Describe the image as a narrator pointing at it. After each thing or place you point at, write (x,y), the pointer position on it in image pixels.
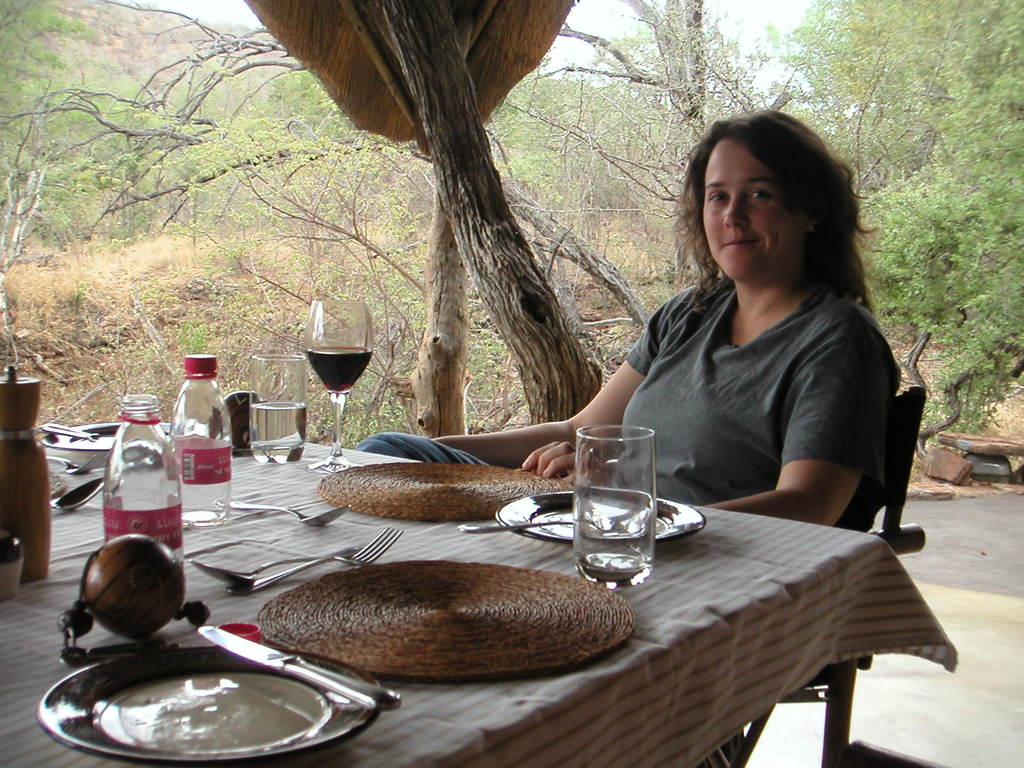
This woman (759,310) is sitting on a chair (866,485). In-front of this woman (727,402) there is a table (4,765), on a table (478,716) there are carpets (466,615), plate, knife (282,653), bottles (231,466), spoons (277,508) and glasses (340,338). These are trees (65,107).
